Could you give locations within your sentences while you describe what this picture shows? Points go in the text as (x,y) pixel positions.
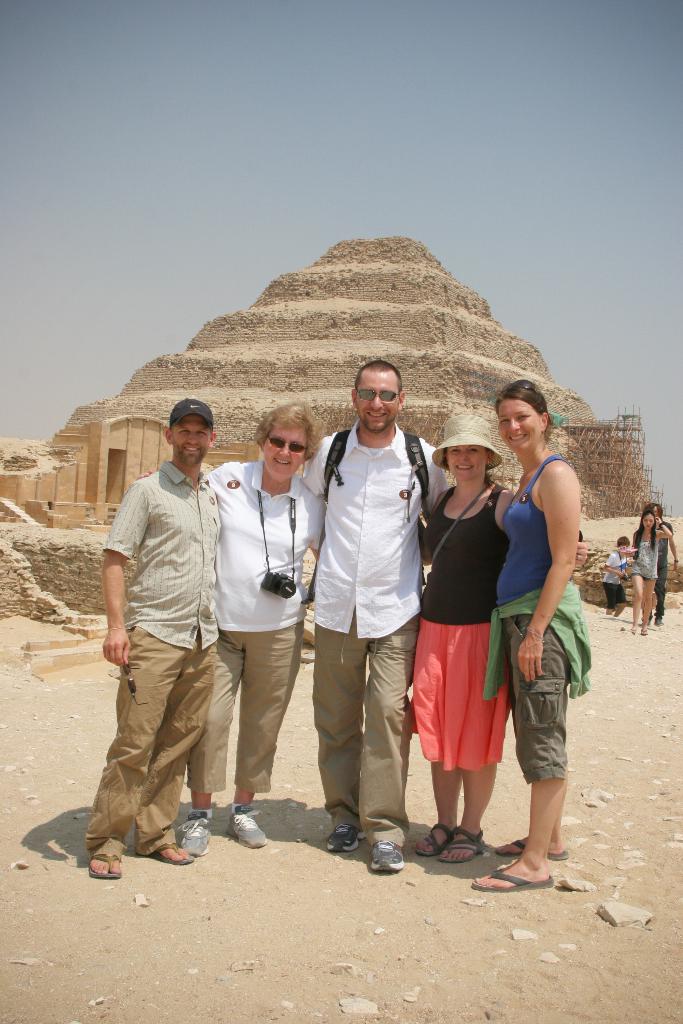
In this picture we can see the group of men and women (474,583), standing and giving a pose to the camera. Behind there is a pyramid (475,345). On the top (430,219) there is a sky (588,395).
